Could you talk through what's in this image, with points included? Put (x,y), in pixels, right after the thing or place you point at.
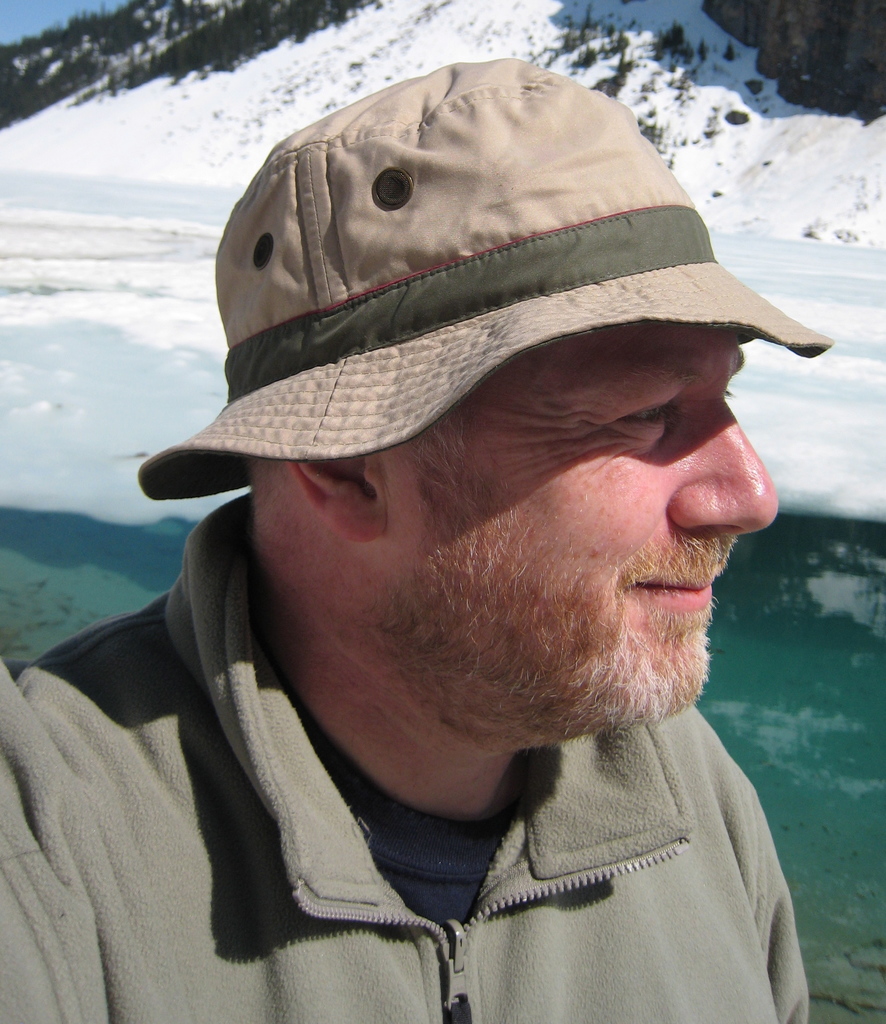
Here we can see a man (607,545) and he is smiling. This is snow (107,302). In the background (193,70) there are trees (106,25) and sky (32,14).
